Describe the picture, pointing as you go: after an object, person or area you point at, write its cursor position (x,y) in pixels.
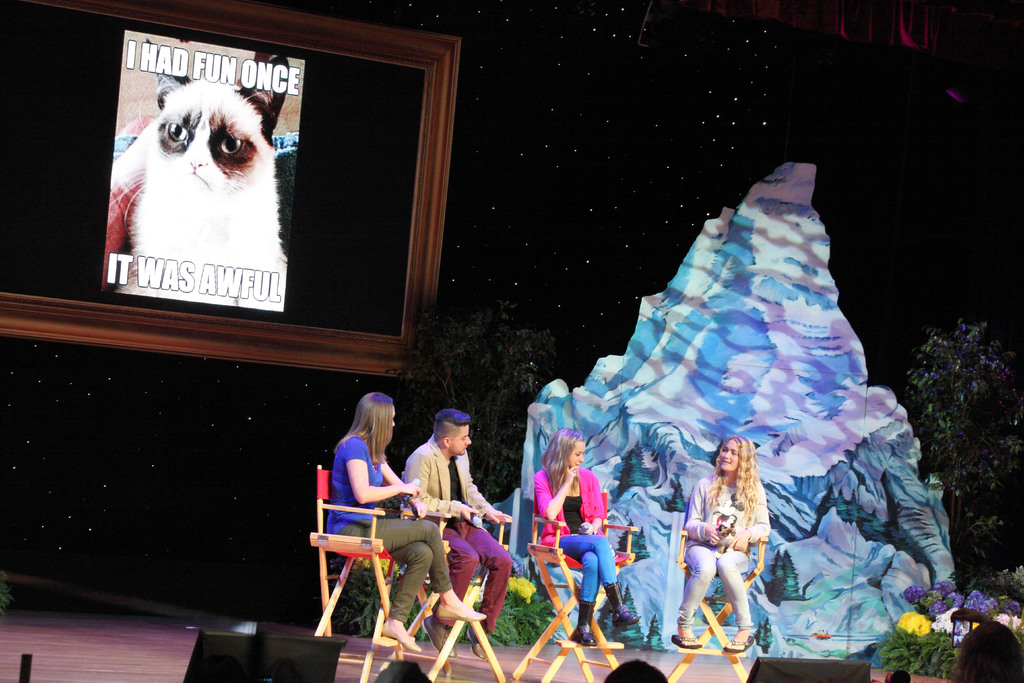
There are people (348,518) sitting on the stage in the foreground (542,513), it seems like a poster (115,167) and frame (359,359) in the background (31,263) and people (983,627) at the bottom side (976,613).
